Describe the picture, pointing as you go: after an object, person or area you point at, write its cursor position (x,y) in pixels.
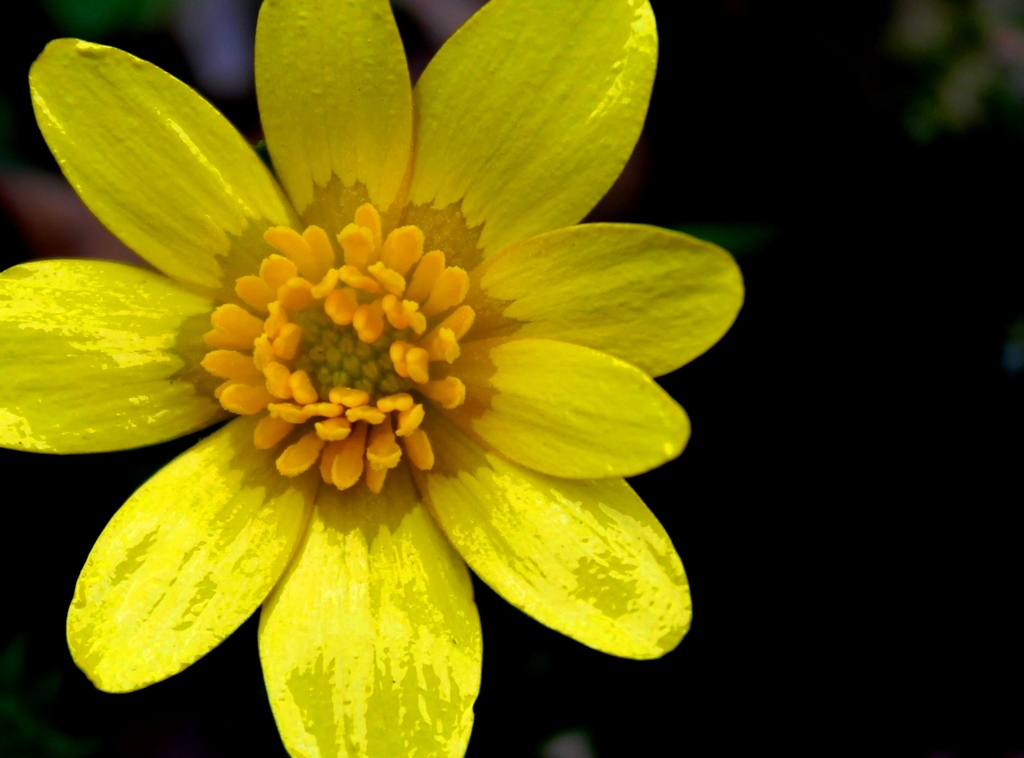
It is a flower (485,285) in yellow color.
